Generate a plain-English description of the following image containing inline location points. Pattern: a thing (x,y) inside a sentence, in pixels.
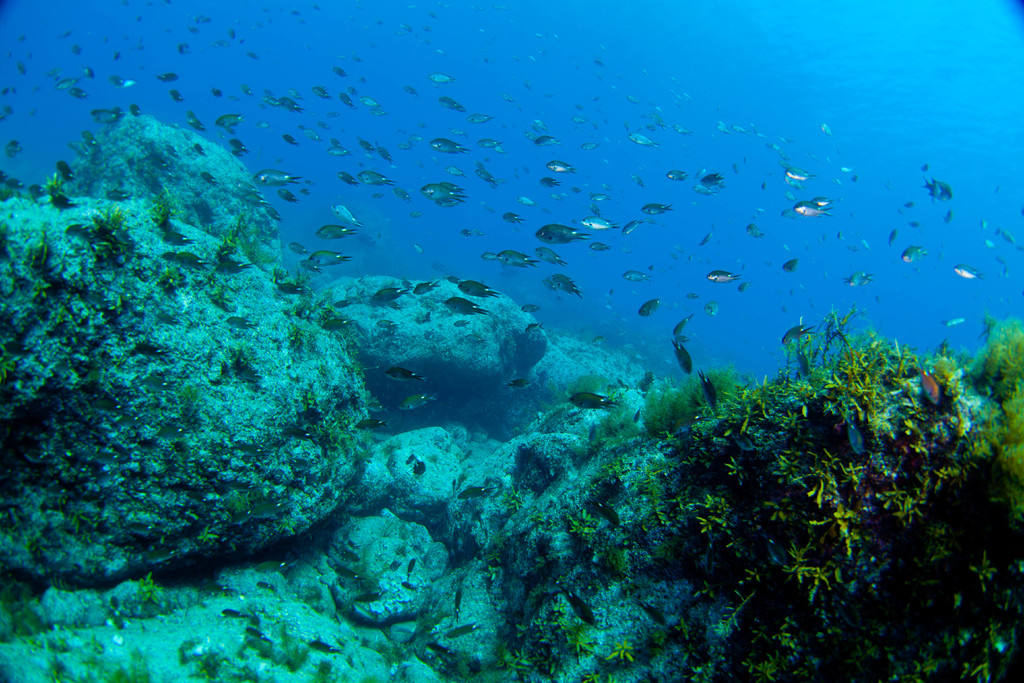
In this image we can see few fishes (274,172) in the water (397,83) and also we can see some rocks (350,517) and the grass (760,382).
